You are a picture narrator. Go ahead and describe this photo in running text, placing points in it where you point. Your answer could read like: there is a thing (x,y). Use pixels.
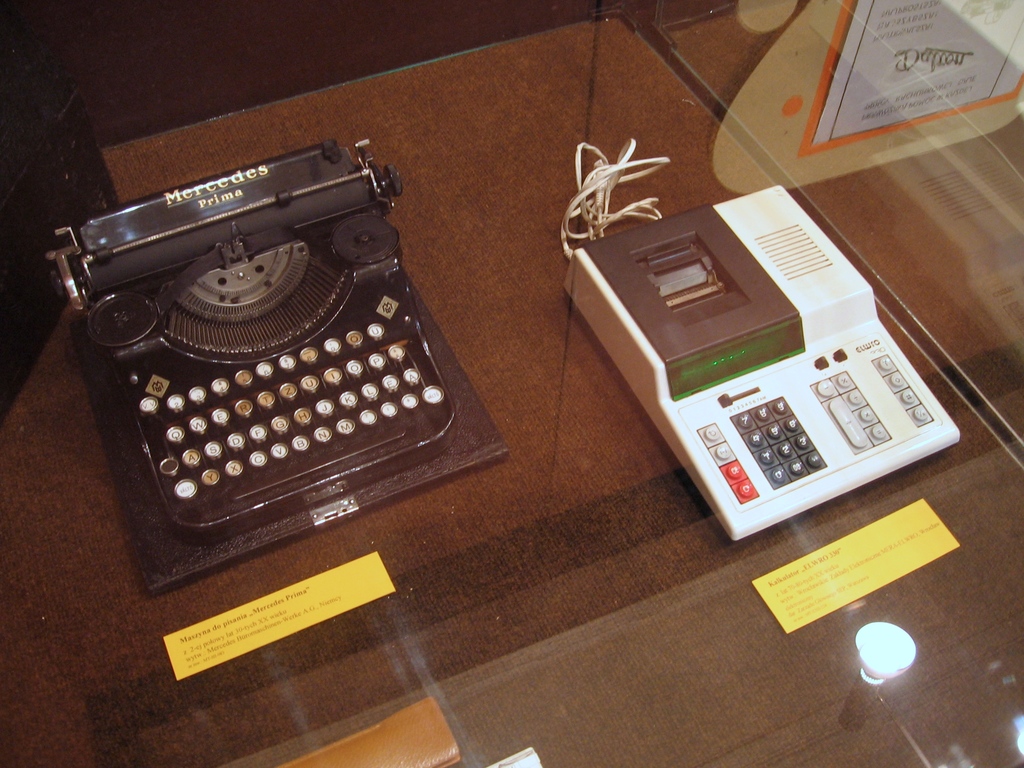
In this picture there are objects (435,358) and there are papers (907,557) on the glass (635,654) and there is text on the glass (981,606) and there is reflection (900,640) of light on the glass (927,666). At the back (876,19) there is a poster (821,111) behind the glass (974,240) and there is text (927,64) on the poster (908,63).
